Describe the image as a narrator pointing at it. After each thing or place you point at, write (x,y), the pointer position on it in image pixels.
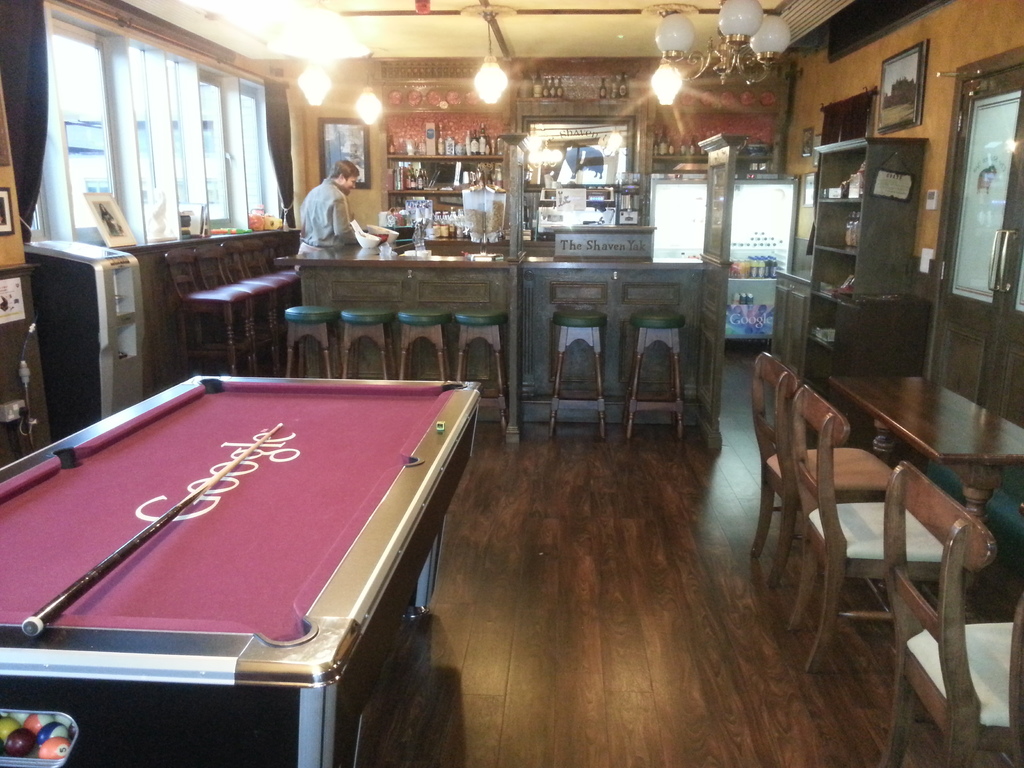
As we can see in the image there are lights (318,71), window (185,115), tables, chairs (776,419) and a man (334,201) standing over here.
